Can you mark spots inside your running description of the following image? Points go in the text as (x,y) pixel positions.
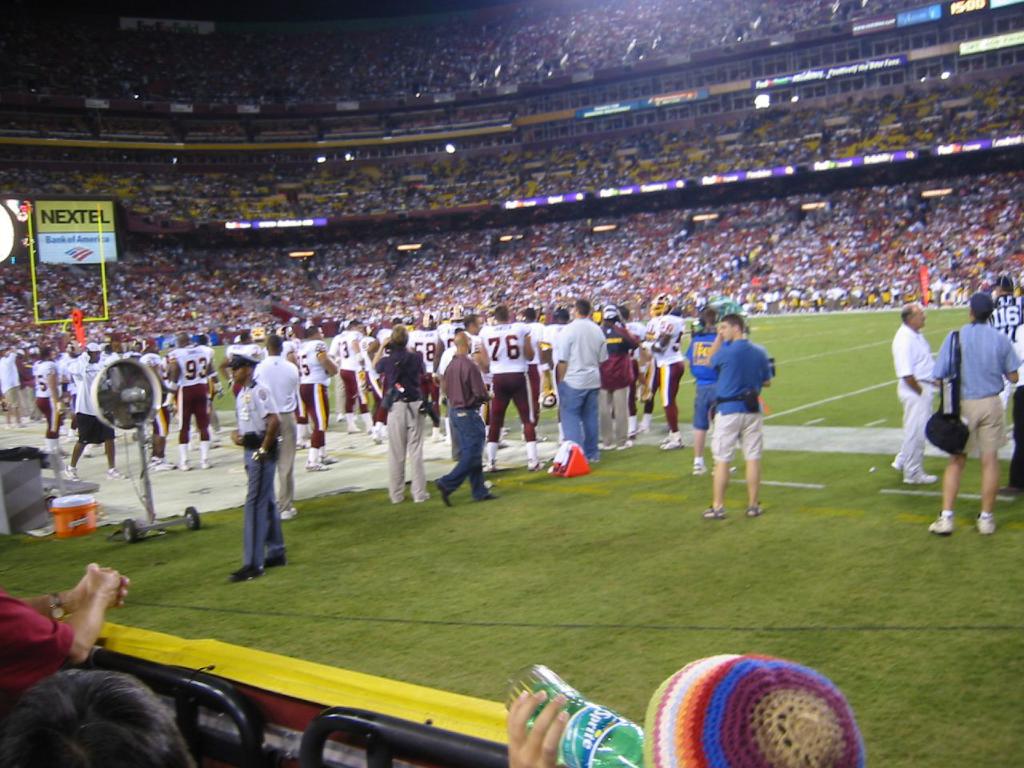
In this image there are people (442,361) standing on the grassland (643,479). Bottom of the image (695,748) there is a person (682,730) wearing a cap (807,735). Left bottom there are people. Before them there is a fence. There are objects (135,533) on the grassland (109,539). There are people (438,189) on the stairs (143,252). There is a board (82,220) having some text (67,221). Right side (966,381) there is a person (966,402) carrying a bag (960,431). He is standing on the grassland (943,551).
